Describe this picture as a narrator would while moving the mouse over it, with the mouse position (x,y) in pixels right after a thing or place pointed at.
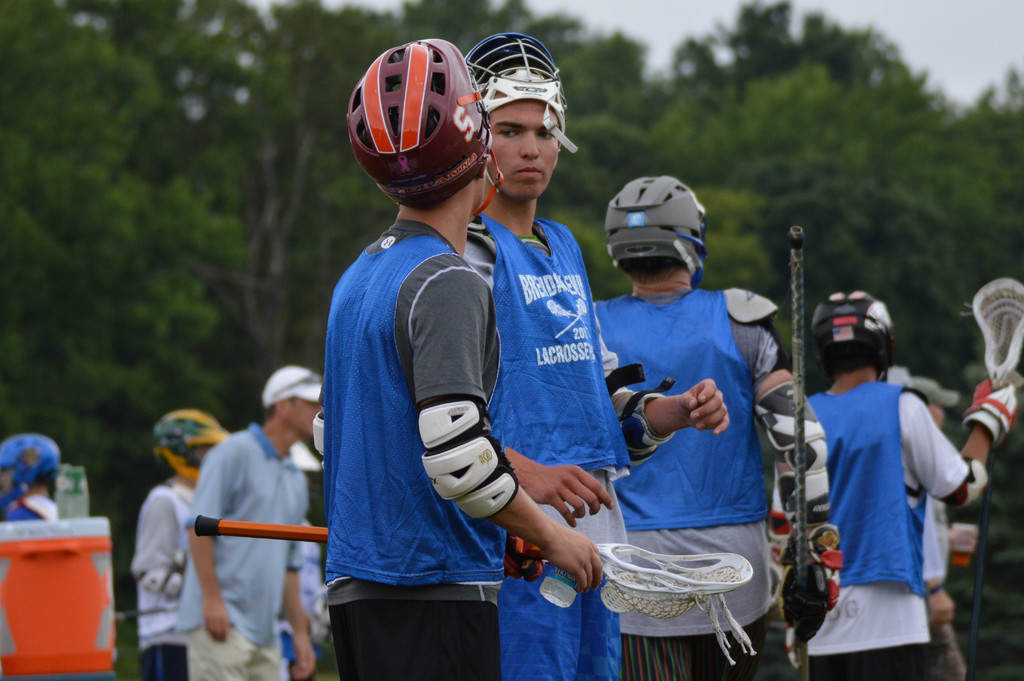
In the picture I can see a group of people (510,489) are standing on the ground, among them some are wearing helmets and holding objects (640,610) in hands (711,425). In the background (771,132) I can see trees (224,276) and the sky (915,25). The background of the image (804,172) is blurred.
